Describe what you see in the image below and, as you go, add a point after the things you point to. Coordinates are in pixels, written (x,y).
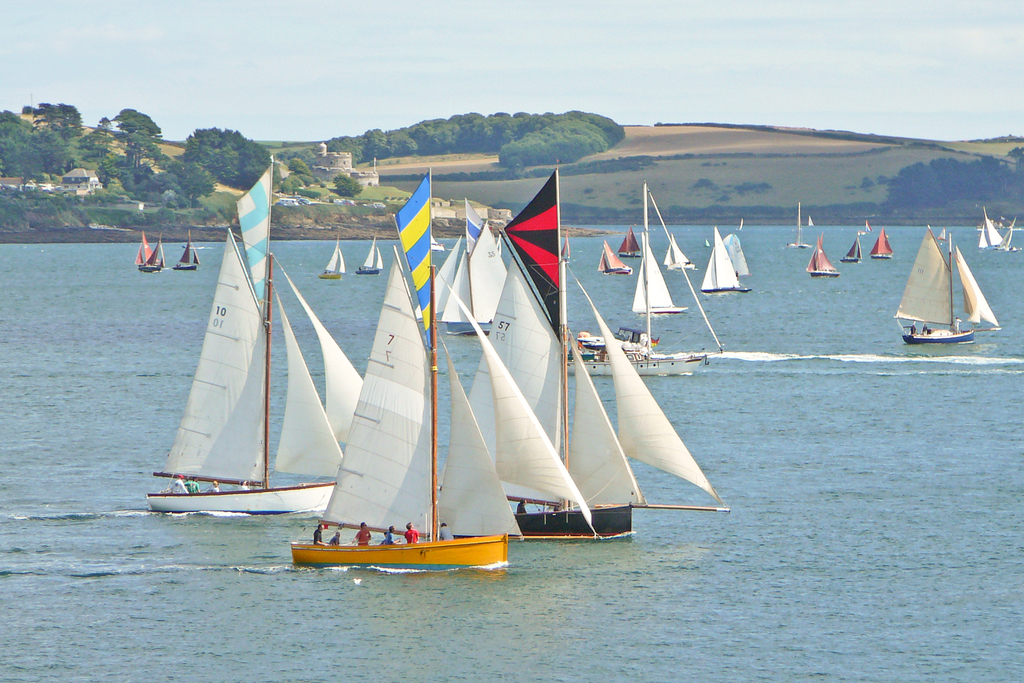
In this picture we can see some boats (461,393) in the water (79,382), few people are traveling in the boats (514,497), around we can see some trees (367,135) and houses (67,181).
